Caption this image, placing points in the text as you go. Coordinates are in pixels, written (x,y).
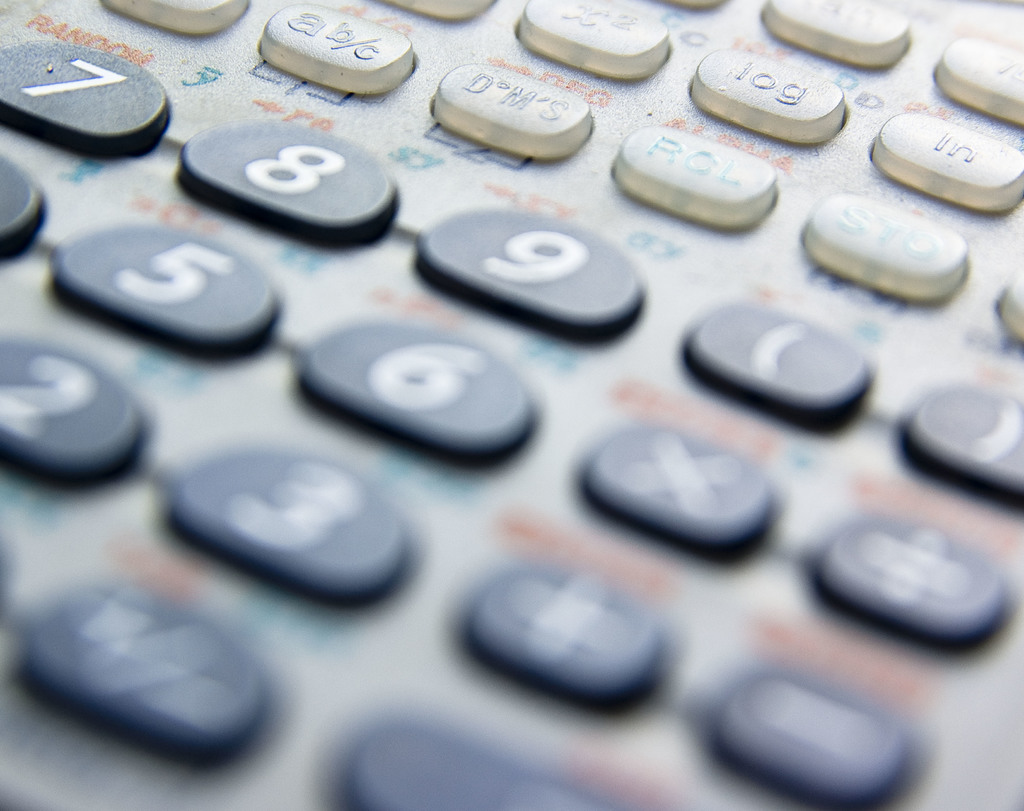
In this image I can see might be a calculator (510,241), on which there are numbers (293,170), special characters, letters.
